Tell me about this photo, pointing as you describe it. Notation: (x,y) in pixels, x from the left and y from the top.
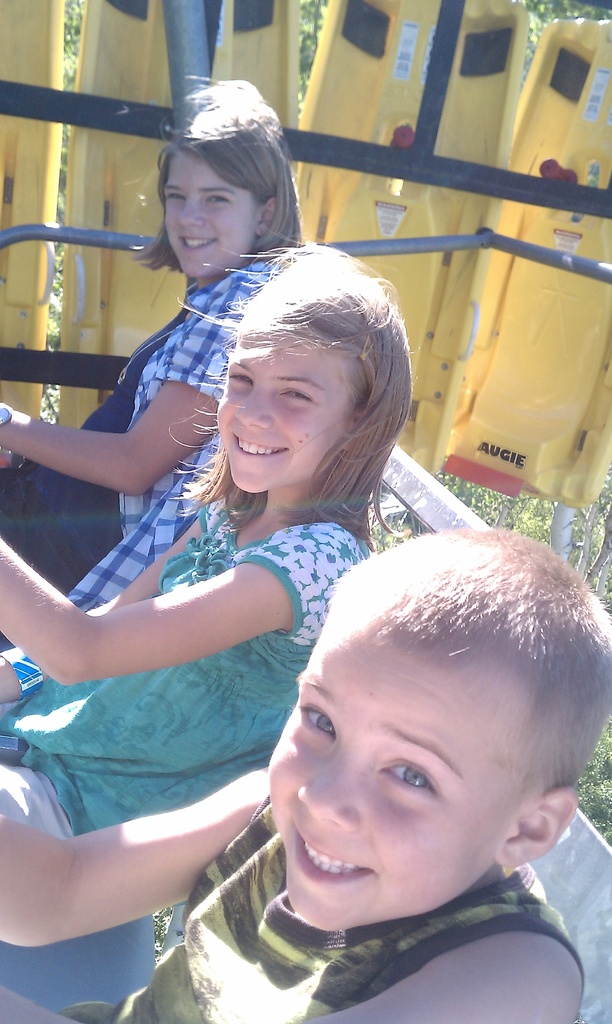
This image consists of three persons (185,424) sitting. In the background (472,45), we can see the slides (48,124) in yellow color. In the middle (246,597), the girl (18,628) is wearing a green dress (209,728). And we can see the iron rods (521,244).
